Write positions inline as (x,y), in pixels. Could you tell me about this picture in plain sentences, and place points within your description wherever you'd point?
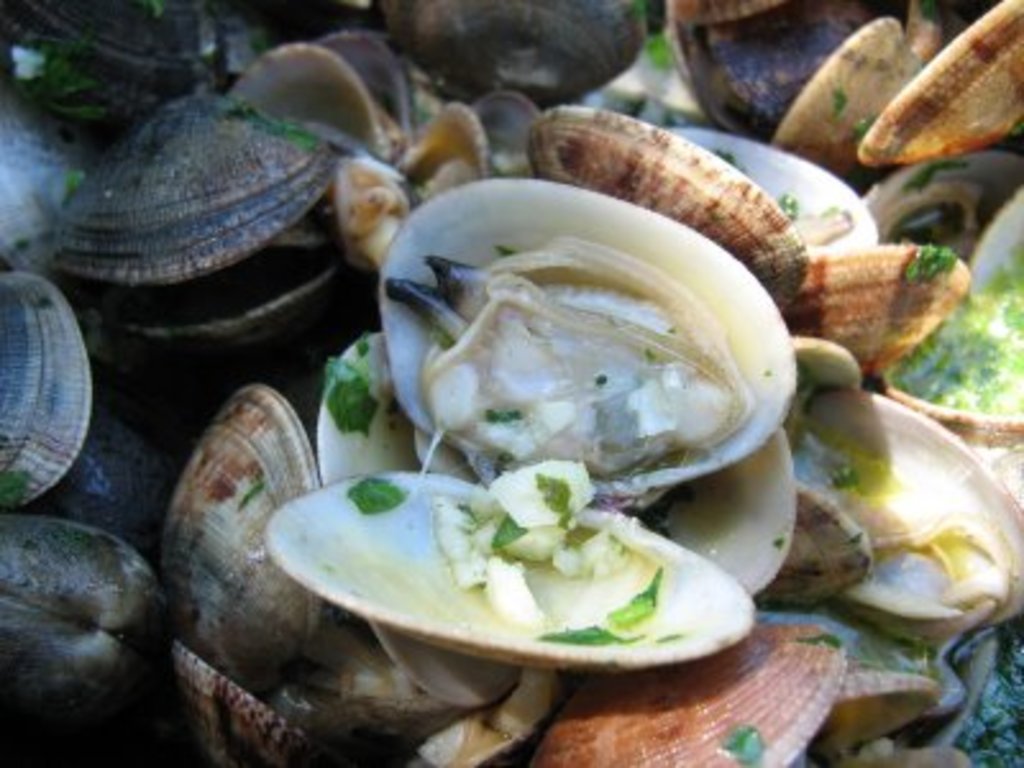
In this picture we can see a group of shells (79,635) in different colors.
